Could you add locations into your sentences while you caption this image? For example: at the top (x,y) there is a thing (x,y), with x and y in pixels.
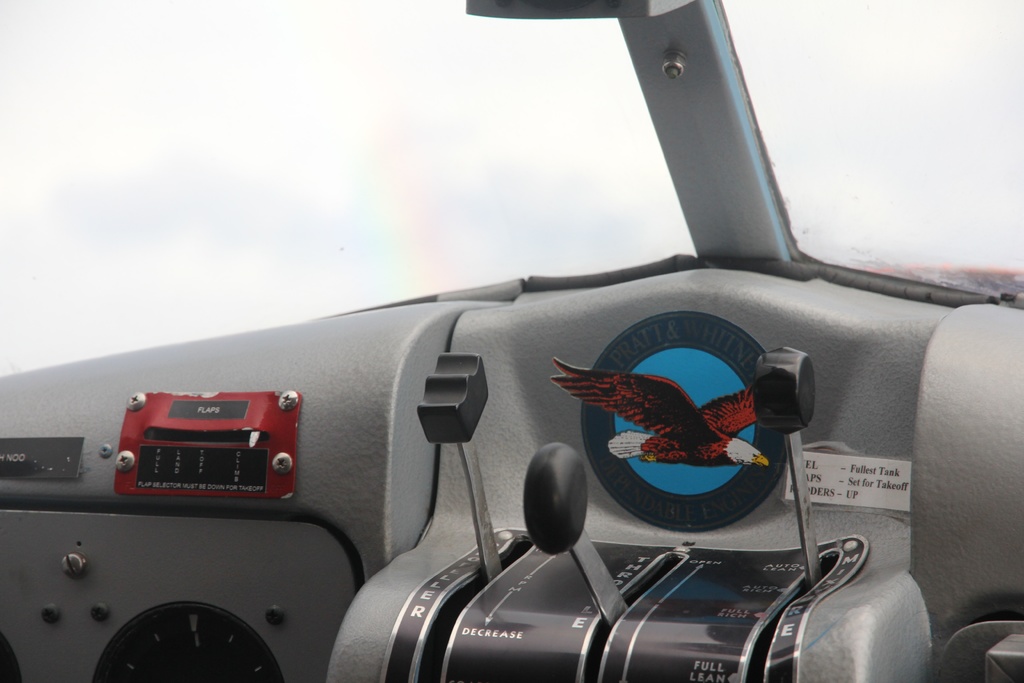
In the picture I can see the driving system parts (474,480) of an airplane (690,485). I can see the logo (656,392) and glass windows (497,211). I can see an indication meter (213,639) on the bottom left side of the picture (227,664).
